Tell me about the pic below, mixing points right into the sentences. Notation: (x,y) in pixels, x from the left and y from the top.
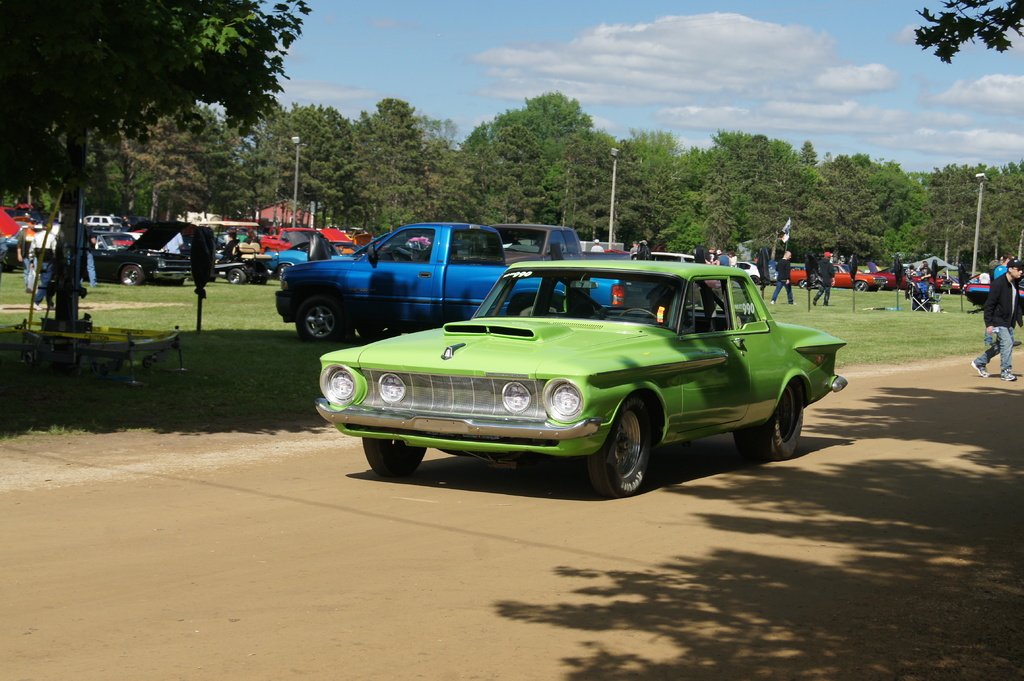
In the image we can see there are many vehicles (313,269) of different colors. There are even people (824,288) walking, wearing clothes (782,280) and some of them are wearing shoes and caps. Here we can see the road (953,364), grass (838,312) and the cloudy sky (714,53).
